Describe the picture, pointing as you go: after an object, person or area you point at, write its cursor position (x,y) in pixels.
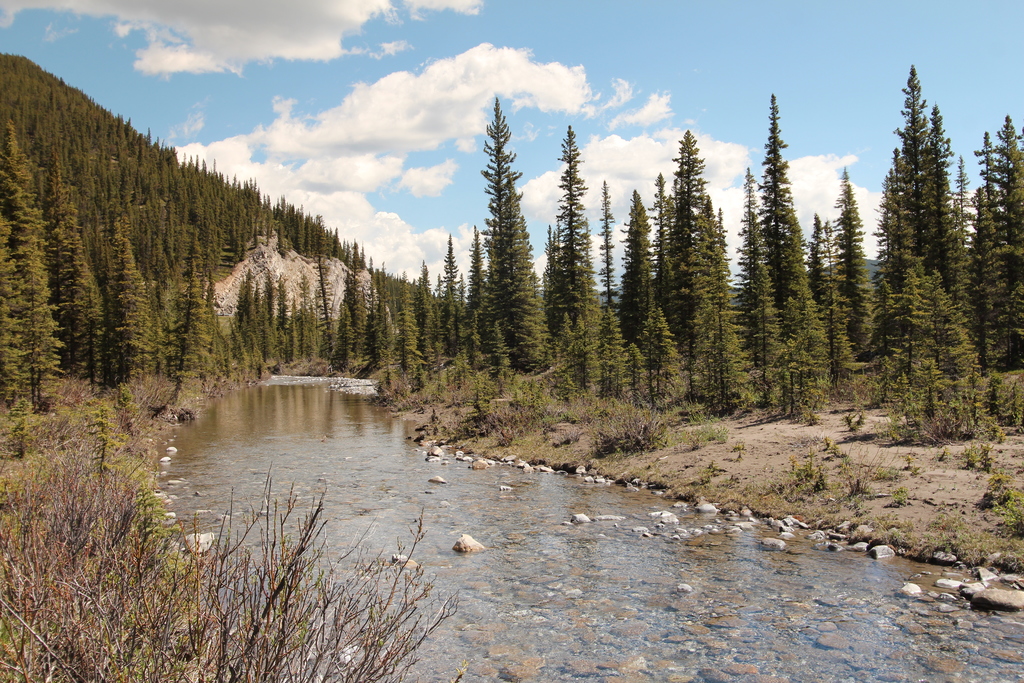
In this image there are some stones (549,588) in the water (600,648), few trees (39,372) and plants (59,407), few mountains (213,175) covered with trees (192,173) and some clouds (625,151) in the sky (719,229).
